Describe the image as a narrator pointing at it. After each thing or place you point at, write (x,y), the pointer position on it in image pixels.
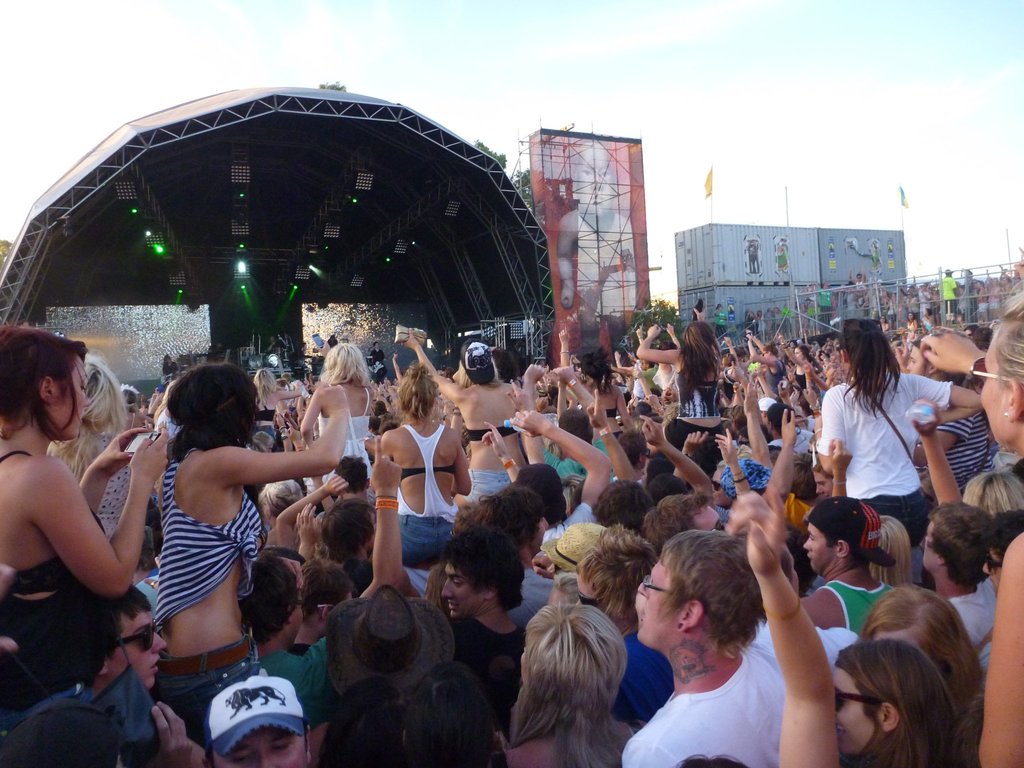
In this image we can see many people (490,501). In the back (237,286) there is a stage (181,265) with lights (243,225). In the background (735,254) there are buildings (749,258). Also there are flags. Also there is sky (539,115) with clouds (662,81).
